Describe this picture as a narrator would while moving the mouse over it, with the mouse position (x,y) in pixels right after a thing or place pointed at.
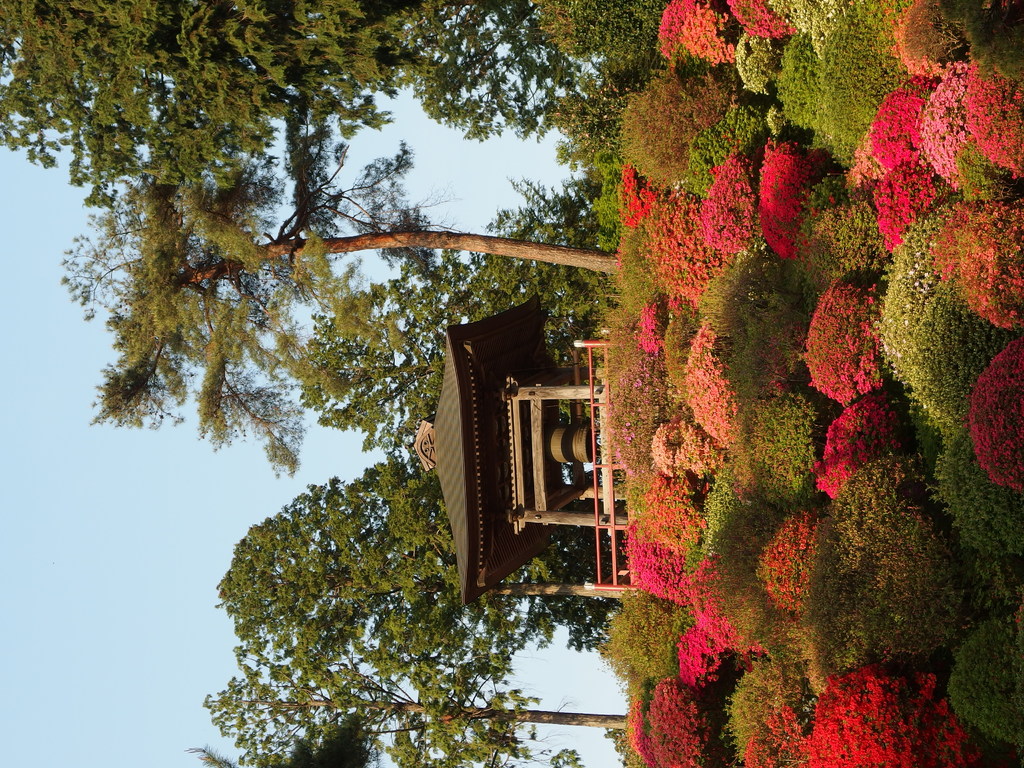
To the right corner of the image (822,205) there are many plants (789,281) with pink and red flowers (884,131). In the middle of the image (595,396) there is a hut (553,414) with roof (472,433). And in the background (314,106) there are trees (279,329) and to the left corner of the image (110,428) there is a sky (117,596).
